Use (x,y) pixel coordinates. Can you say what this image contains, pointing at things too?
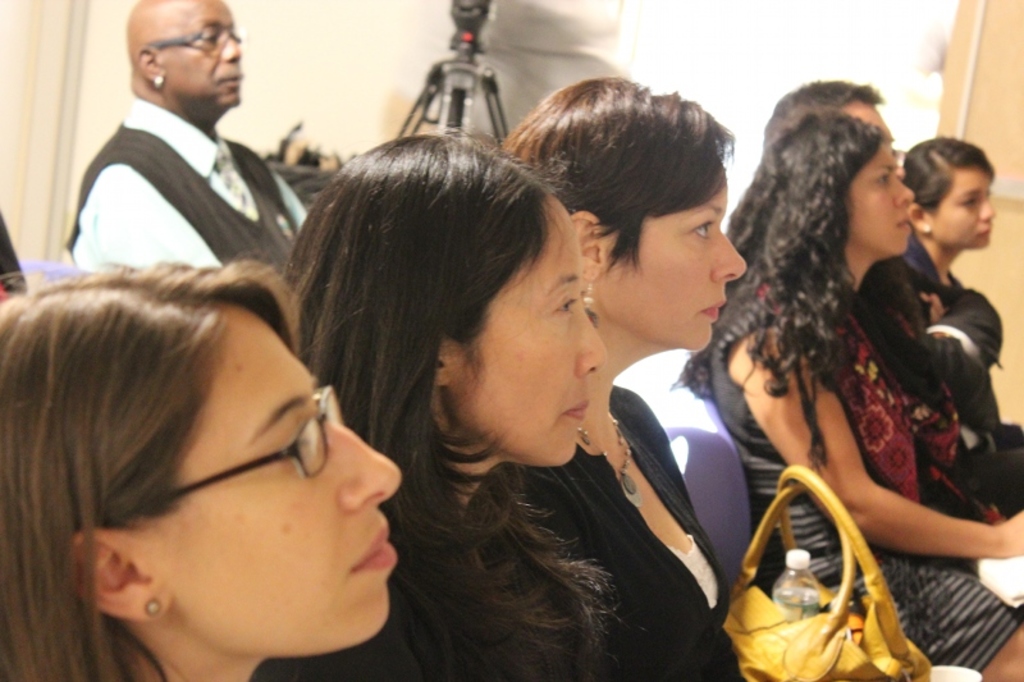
In the image there are few ladies (352,489) sitting on chairs (730,481) in the front (789,525), in the back (238,56) there is a man (122,148) sitting and behind him there is a tripod (448,120) in front of the wall (402,68).
